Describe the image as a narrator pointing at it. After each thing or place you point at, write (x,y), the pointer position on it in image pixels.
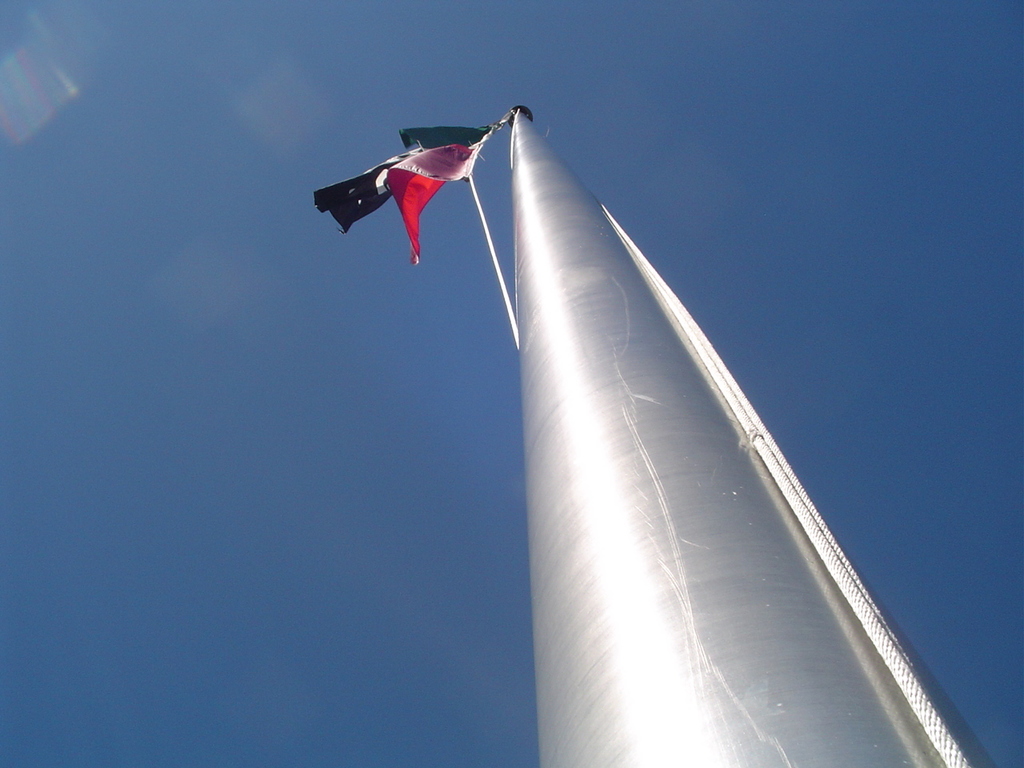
In the foreground of this image (645,498), there is a pole (641,394) and a flag (442,162) to it. In the background (234,157), there is the sky (214,173).
